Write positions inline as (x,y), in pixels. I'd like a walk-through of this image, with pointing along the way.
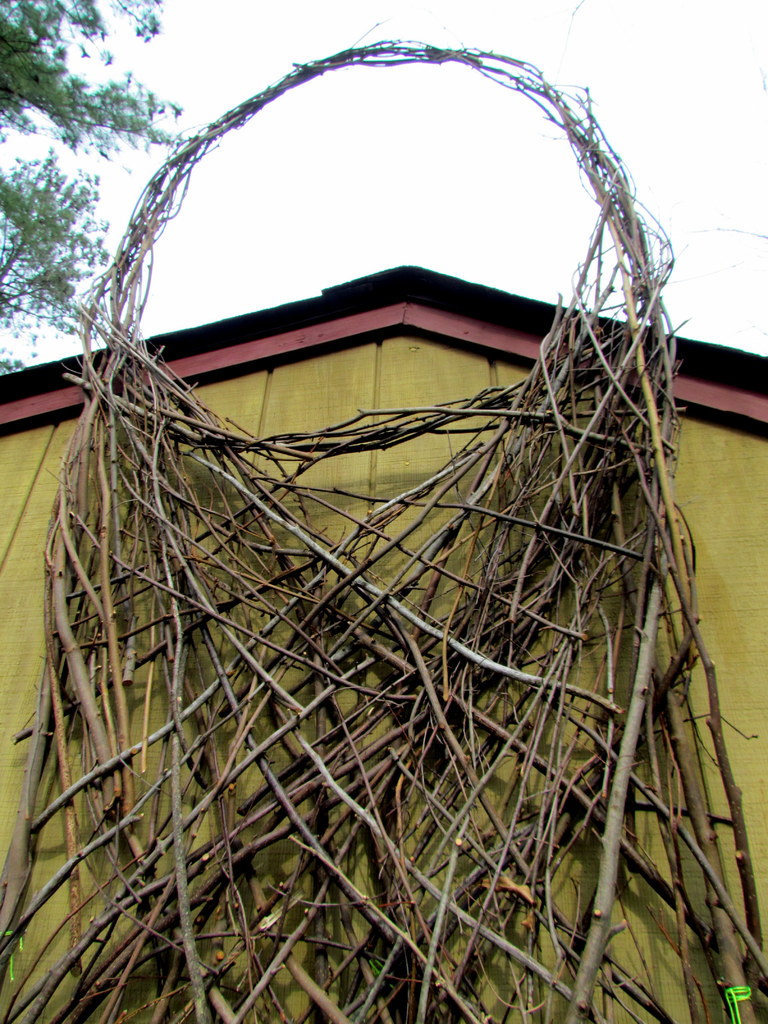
In this picture we can see a wooden wall (408,385) and trees (26,84).
